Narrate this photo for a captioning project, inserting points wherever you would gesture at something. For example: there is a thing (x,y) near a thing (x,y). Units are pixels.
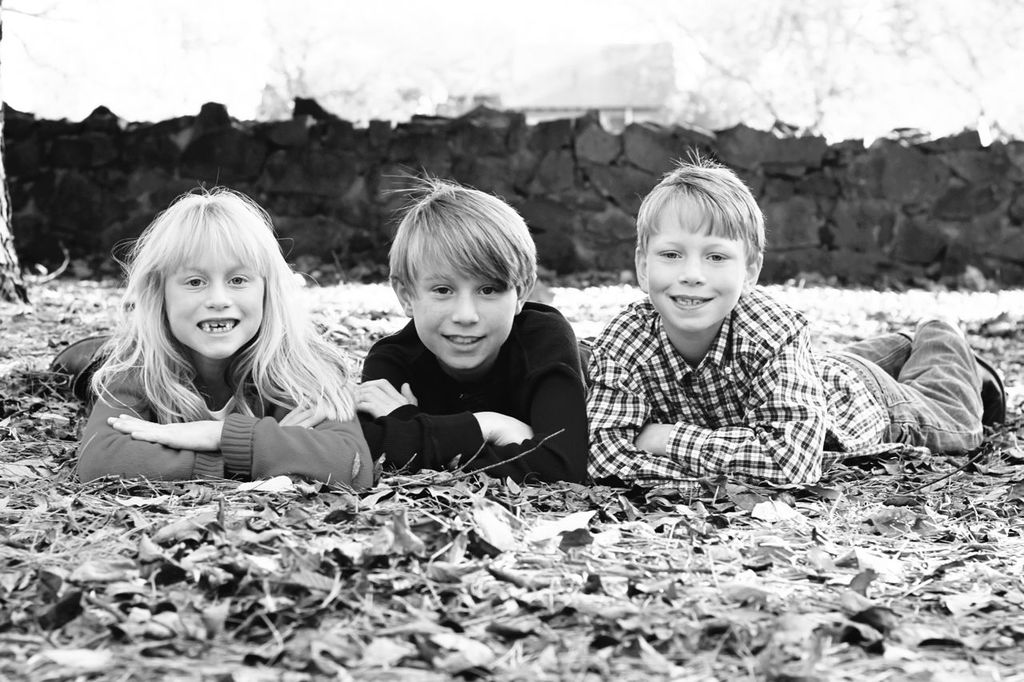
In this image there are children's (455,334) laying on ground (117,486) and I can see the stone wall (550,184) at the top (407,185).
